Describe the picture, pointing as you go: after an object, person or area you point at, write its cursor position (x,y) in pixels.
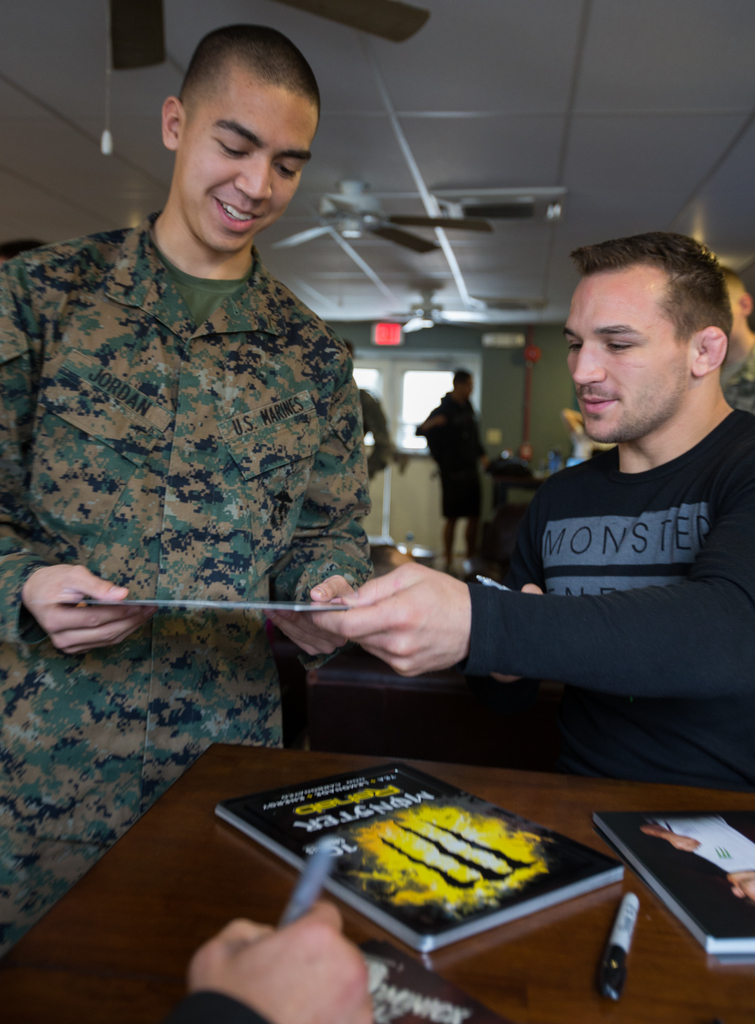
In this picture we can see two men (197,436) smiling and holding an object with their hands (339,622). In front of them we can see the table (629,793) with a person's hand (278,1017), books (720,820) and pens (620,959) on it. In the background (379,452) we can see some people (740,338), doors (384,402), fans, ceiling (365,303), wall (519,383) and some objects (397,329).
